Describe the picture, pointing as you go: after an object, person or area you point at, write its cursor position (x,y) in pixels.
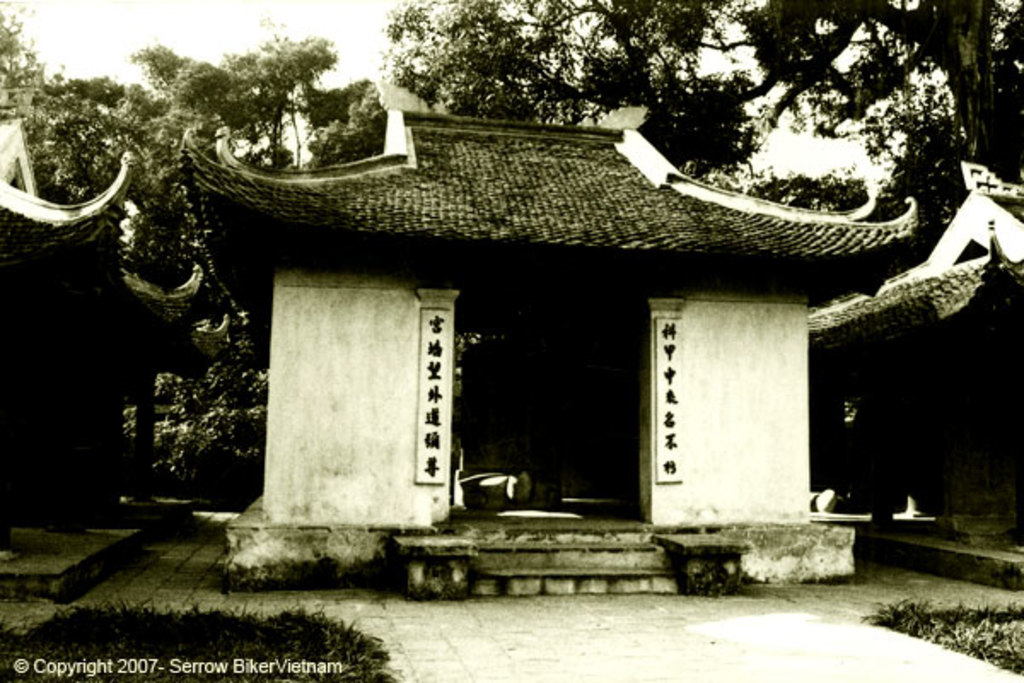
In this image there are few houses (579,337), trees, grass (214,653) and some text (312,667) written at the bottom of the image (144,669).
